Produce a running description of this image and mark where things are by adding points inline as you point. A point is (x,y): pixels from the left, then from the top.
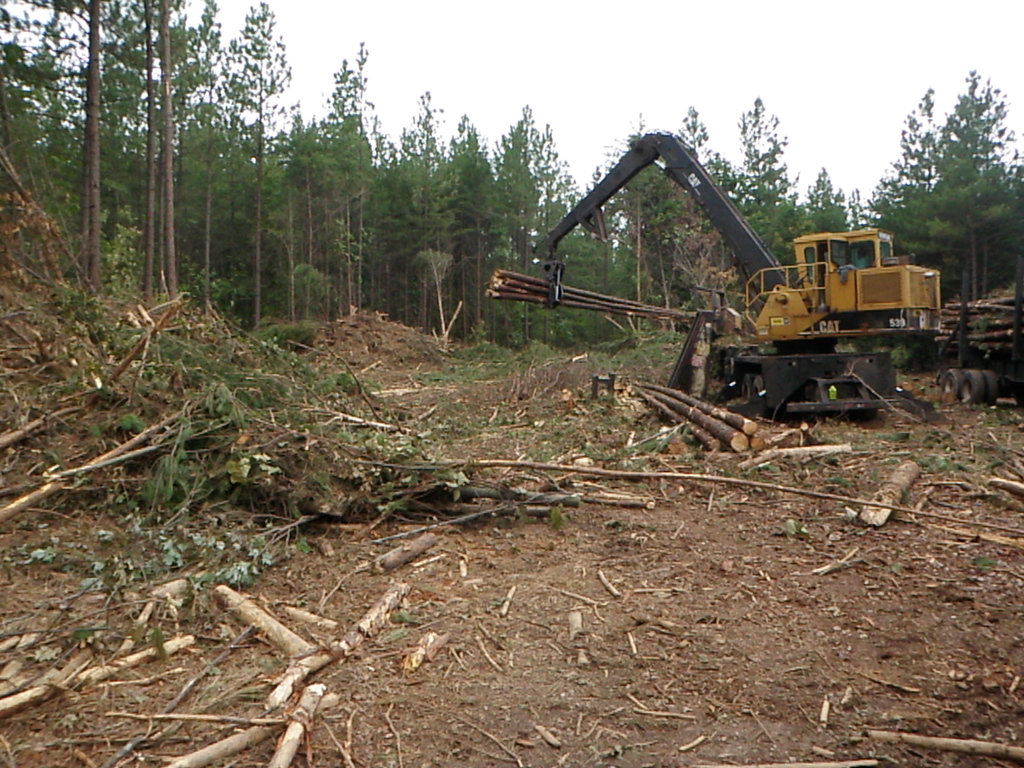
In this picture we can see excavator (761,362), wooden logs (955,314), tyres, leaves (920,365), wooden sticks (386,467), trees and cut down branches (380,610). In the background of the image (624,84) we can see the sky (592,90).
